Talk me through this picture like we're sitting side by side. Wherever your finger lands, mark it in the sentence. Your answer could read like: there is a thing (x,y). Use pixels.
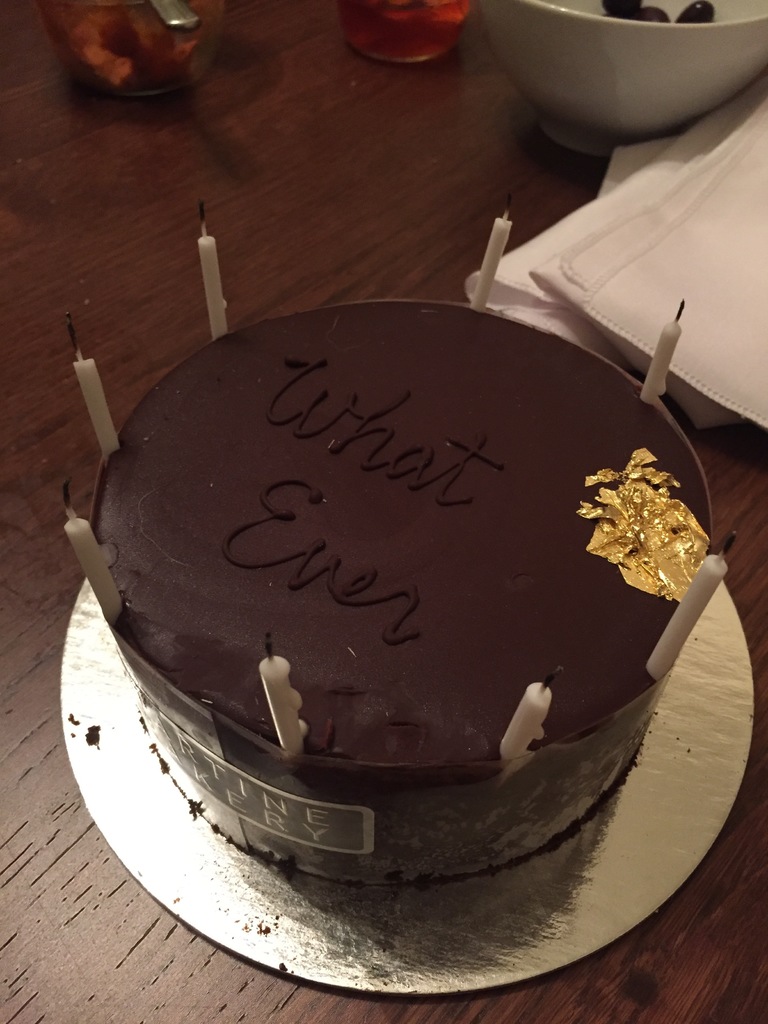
In this Image I see a cake (415,351) on which there are candles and it is written "What Even" on the cake (464,441), I can also see a bowl (588,113) and few tissues (761,172) over here.
